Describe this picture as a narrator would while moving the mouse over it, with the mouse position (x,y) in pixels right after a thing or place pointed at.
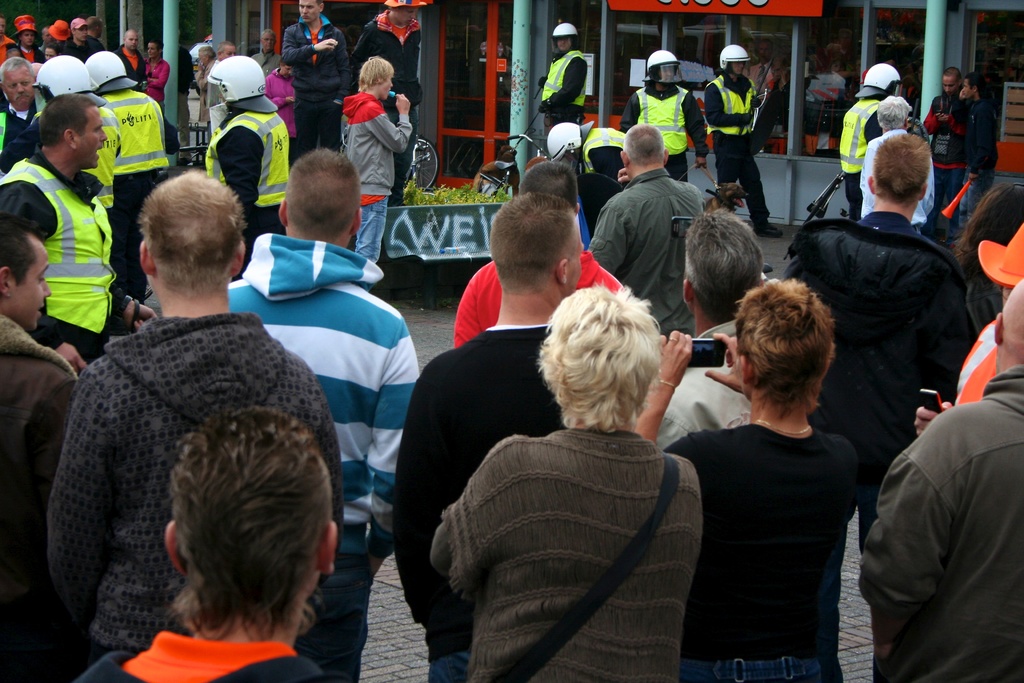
In this picture we can see some boys (360,473) and girls (572,502) standing in the front (500,431) and taking the photograph. Behind there is a some persons (551,133) wearing a green color hazard jacket (673,115) and standing. In the background (697,53) we can see the shop glass (701,30).
